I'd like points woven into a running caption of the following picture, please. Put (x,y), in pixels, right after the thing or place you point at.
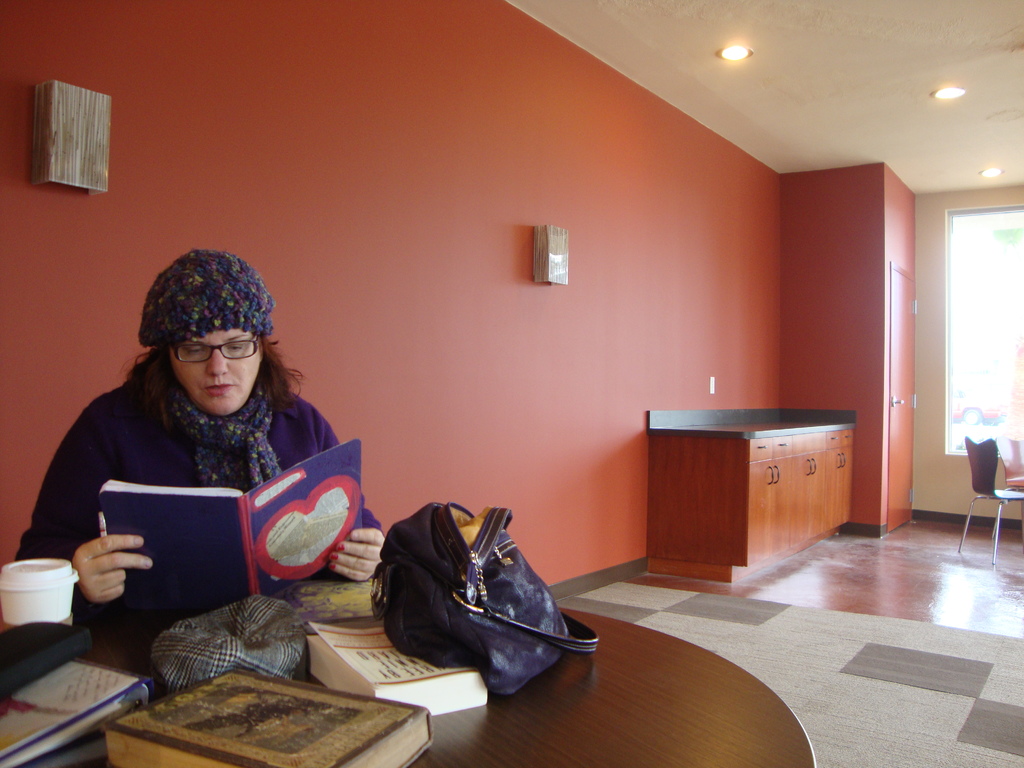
In this picture there is a woman (194,388) sitting and holding a book (214,513) in her hand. She is wearing spectacles (239,341) in front of a table (99,630). On the table (117,631) there is a bag (450,590) and some books (143,682) placed. In the background (708,488) there is a desk chair (985,472) and a wall (698,392) here.
